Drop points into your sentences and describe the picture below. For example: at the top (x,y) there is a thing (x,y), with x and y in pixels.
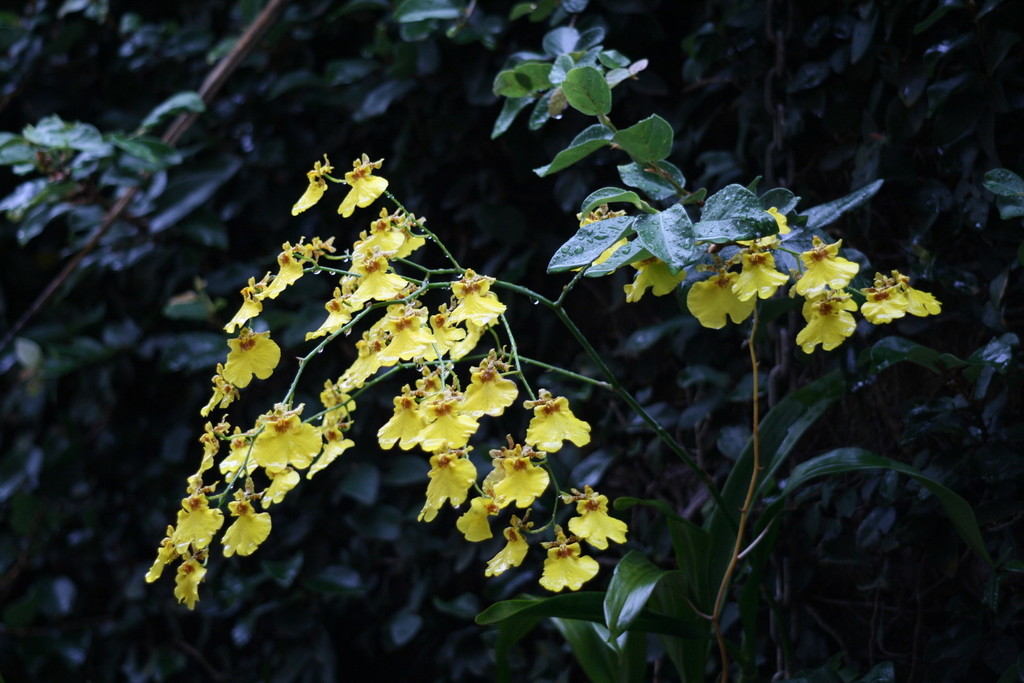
In the image we can see some flowers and trees (569,56).
